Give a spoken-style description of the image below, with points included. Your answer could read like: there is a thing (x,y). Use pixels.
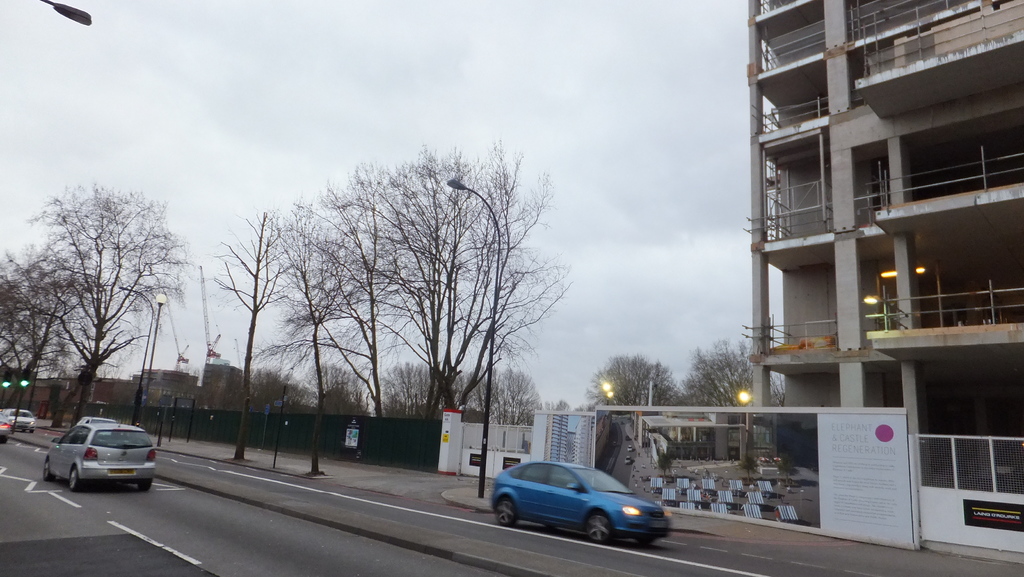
In this picture I can see the road (806,570) in front (28,564), on which there are few cars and I see few light poles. In the background (62,388) I can see number of trees (319,277), a building (919,308) and few lights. On the right bottom of this picture (813,502) I can see a board (611,427) on which there is something written and I see a picture (664,459) and I can also see the fencing (947,463) and on the top of this picture (363,57) I can see the sky (530,52).
